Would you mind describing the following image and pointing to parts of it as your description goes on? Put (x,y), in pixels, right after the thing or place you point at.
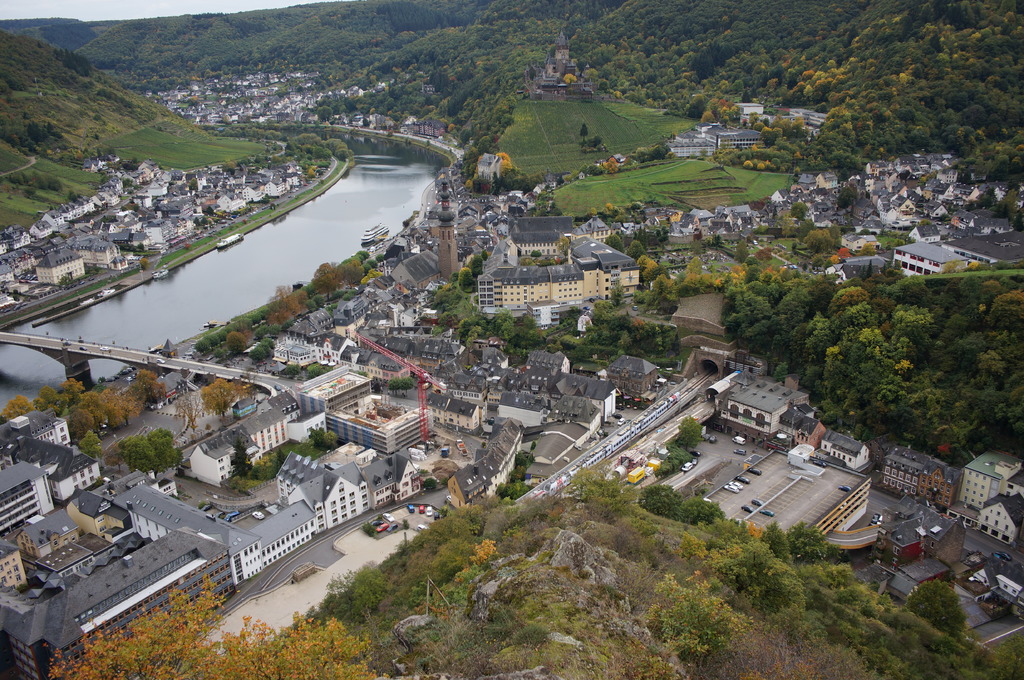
This is an outside view. In this image I can see many buildings (490,490), trees (800,604) and vehicles (738,488) on the ground (723,464). On the left side (147,341) there is a river (159,300) and a bridge (71,350) and also I can see few boats (236,240) on the water (225,271). At the top of the image (192,44) there are few hills (255,41) and also I can see the grass (526,148) on the ground (192,157).
